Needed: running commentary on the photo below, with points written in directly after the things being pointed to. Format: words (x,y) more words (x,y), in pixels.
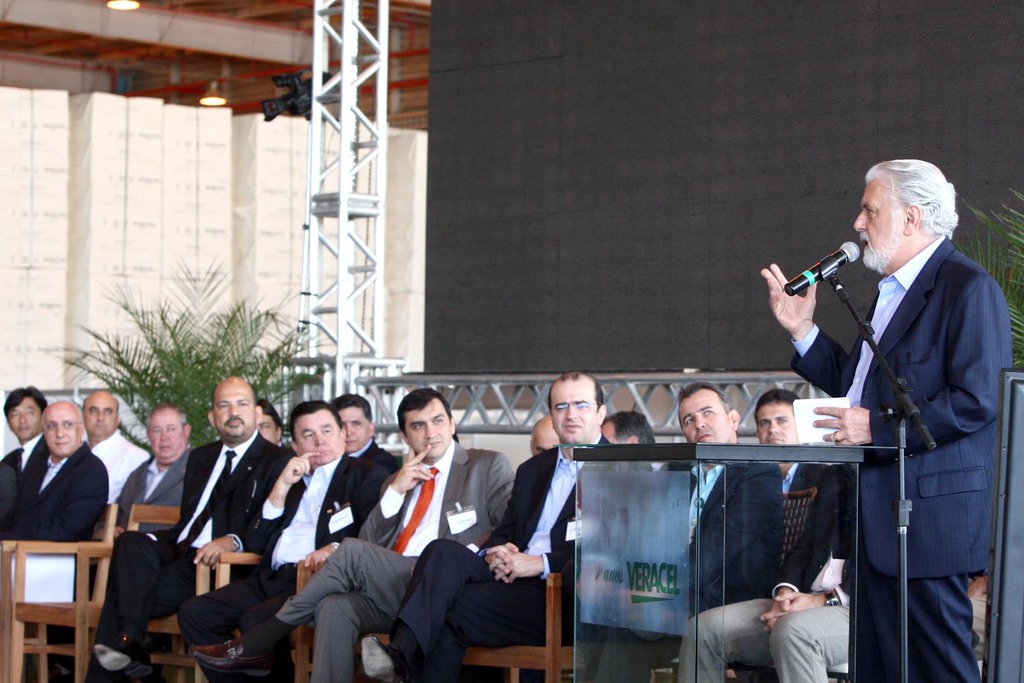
This pictures seems to be clicked inside the hall (890,275). On the right corner (928,225) we can see a man (932,292) wearing suit (929,331), standing and holding an object (803,419), we can see a microphone (808,284) attached to the metal stand (902,552), we can see the text (654,579) on the table (687,449) and we can see the group of persons (357,488) sitting on the wooden chairs (545,618) and wearing suits (356,470). In the background (362,285) we can see the green leaves (158,349), metal rods (329,211), roof (203,62), ceiling lights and some other objects (422,207).
